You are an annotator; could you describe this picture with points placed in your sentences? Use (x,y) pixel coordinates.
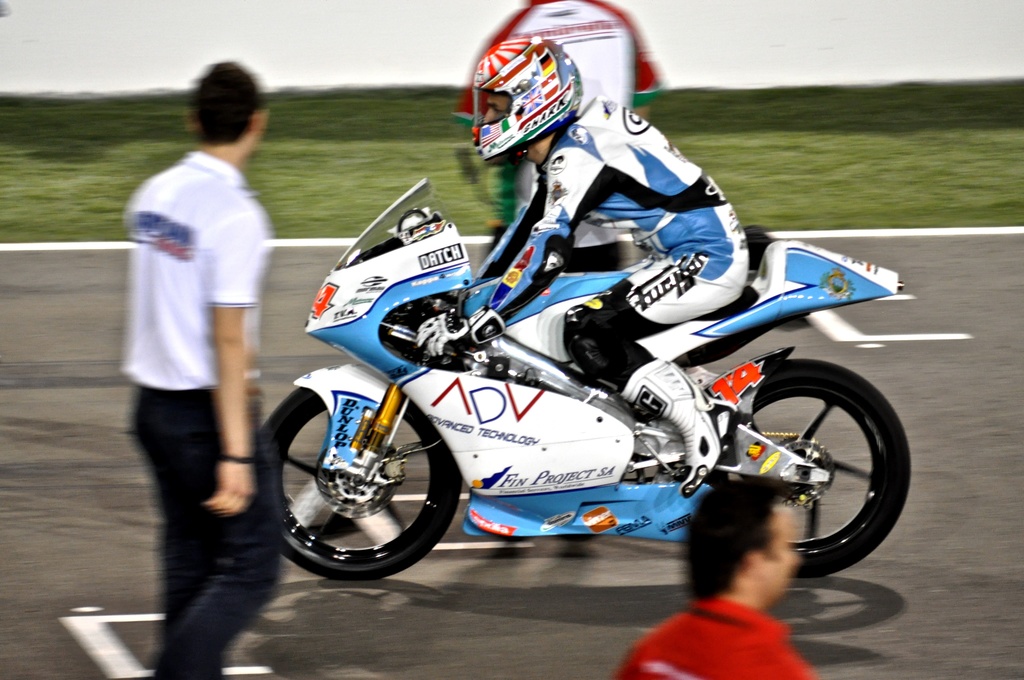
Here in this picture we can see a person (675,254) sitting on a motor bike (464,452), which is present on the road (616,573) over there and he is wearing racing suit (537,274) and helmet (477,68) on him and we can also see people (170,338) standing and walking on the road (311,270) here and there and beside him we can see some part of ground (33,221) is covered with grass (957,204) over there.
